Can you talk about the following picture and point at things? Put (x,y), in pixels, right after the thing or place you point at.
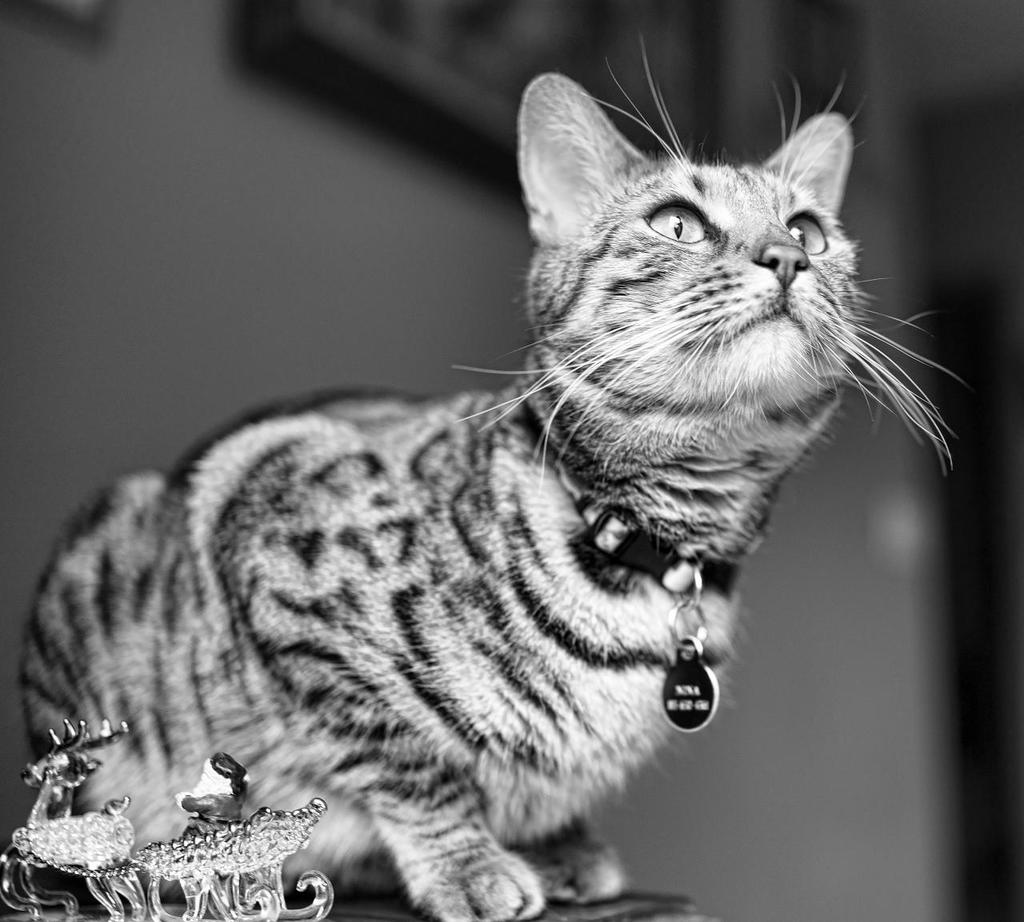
In this image there is a cat (365,734). In the bottom left (301,811) there is a statue (84,837). The background (762,71) is blurry. On the wall (722,80) there is a painting (328,78).
